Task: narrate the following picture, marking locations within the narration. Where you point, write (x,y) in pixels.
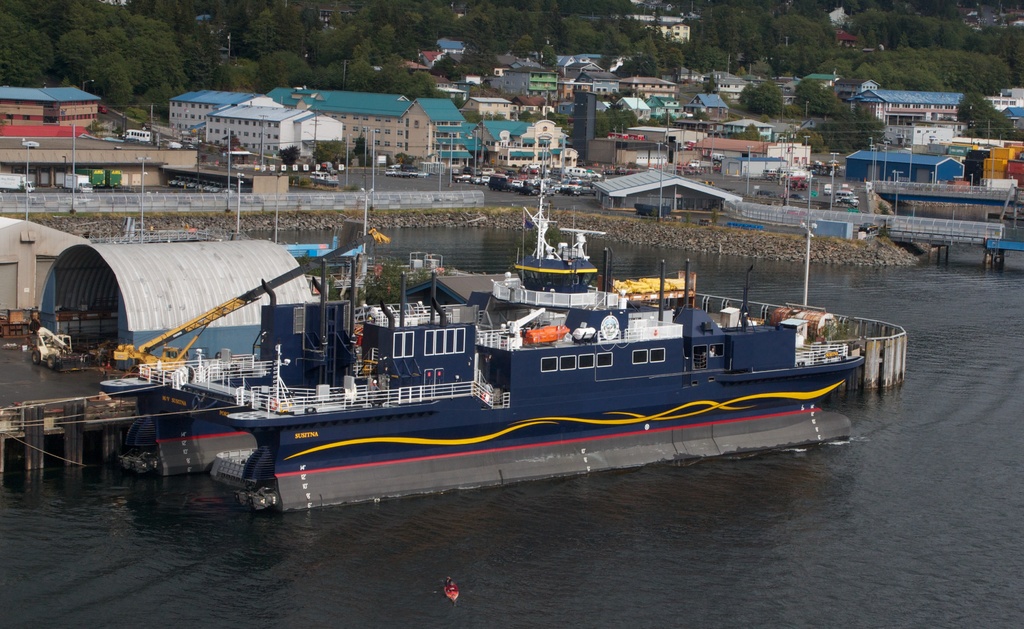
In the foreground (495,359) I can see boats (403,367) in the water (680,257). In the background (489,131) I can see a fence (283,199), light poles (240,190), vehicles (218,187) on the road (156,187), trees (319,151), houses (412,140) and buildings (669,103). This image is taken may be near the lake (666,261).
